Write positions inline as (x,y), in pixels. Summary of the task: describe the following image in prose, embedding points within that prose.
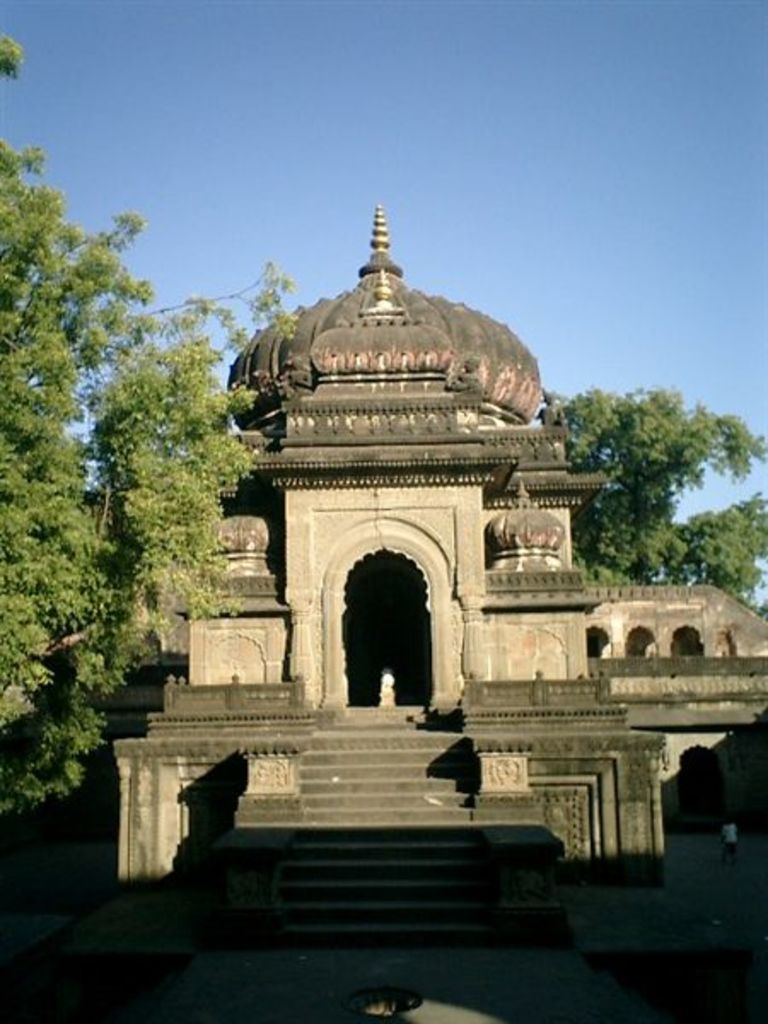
In this image we can see a monument (456,715). There are few trees (159,499) in the image. There is a clear and blue sky (437,142) in the image.
